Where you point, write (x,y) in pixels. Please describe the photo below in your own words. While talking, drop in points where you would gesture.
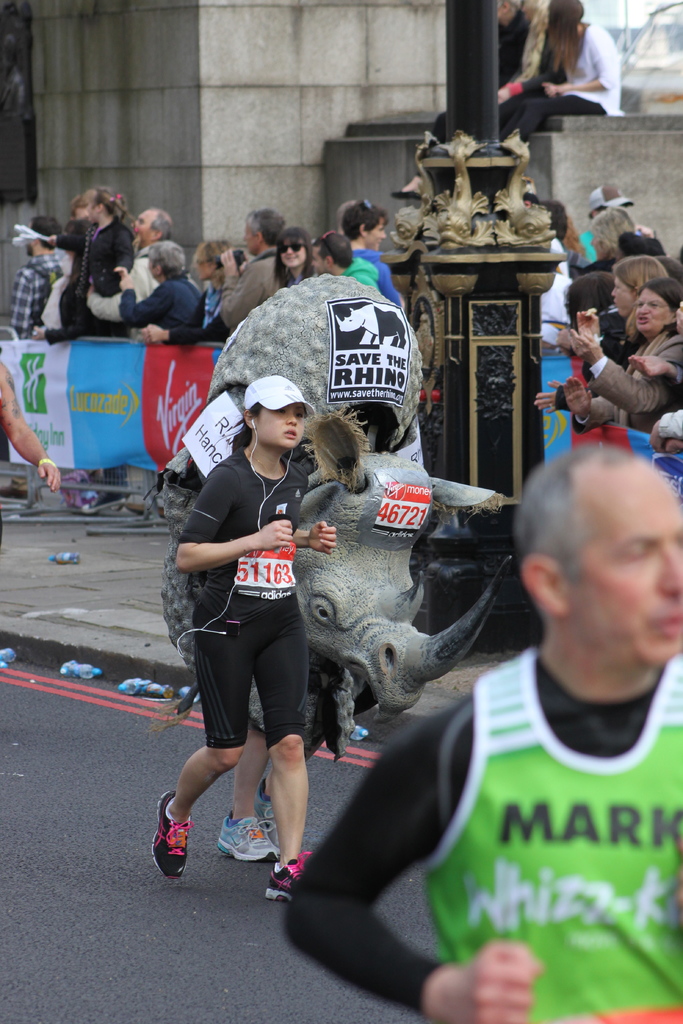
There are some persons (379,826) running on the road (153,893) as we can see at the bottom of this image (478,844), and there are some persons (107,263) standing in the background (74,294). There is a wall (245,150) at the top of this image (340,135). There are two persons (538,111) sitting on a platform (562,133).
